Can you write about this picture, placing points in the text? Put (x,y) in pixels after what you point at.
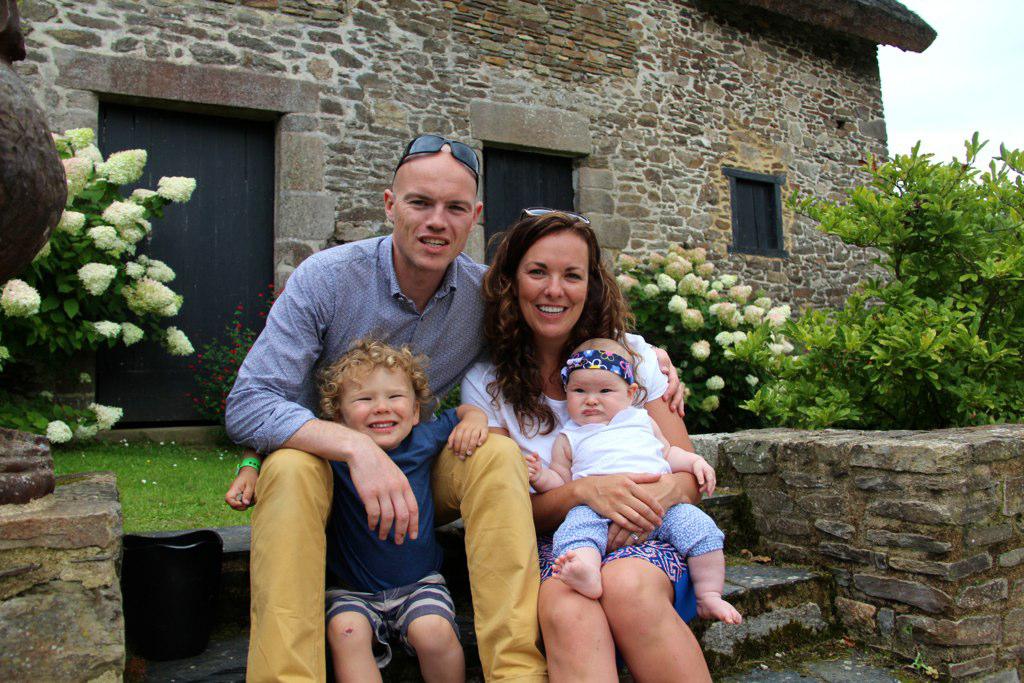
In this picture there is a man (379,311) wearing blue color shirt (315,325) is sitting with his wife (530,396) and two children (433,515) on the step (444,556), smiling and giving a pose into the camera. Behind there is a granite house (302,169) with door (164,162) and windows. On the right corner (841,314) there are some white flowers (771,330) and plants (963,286).
